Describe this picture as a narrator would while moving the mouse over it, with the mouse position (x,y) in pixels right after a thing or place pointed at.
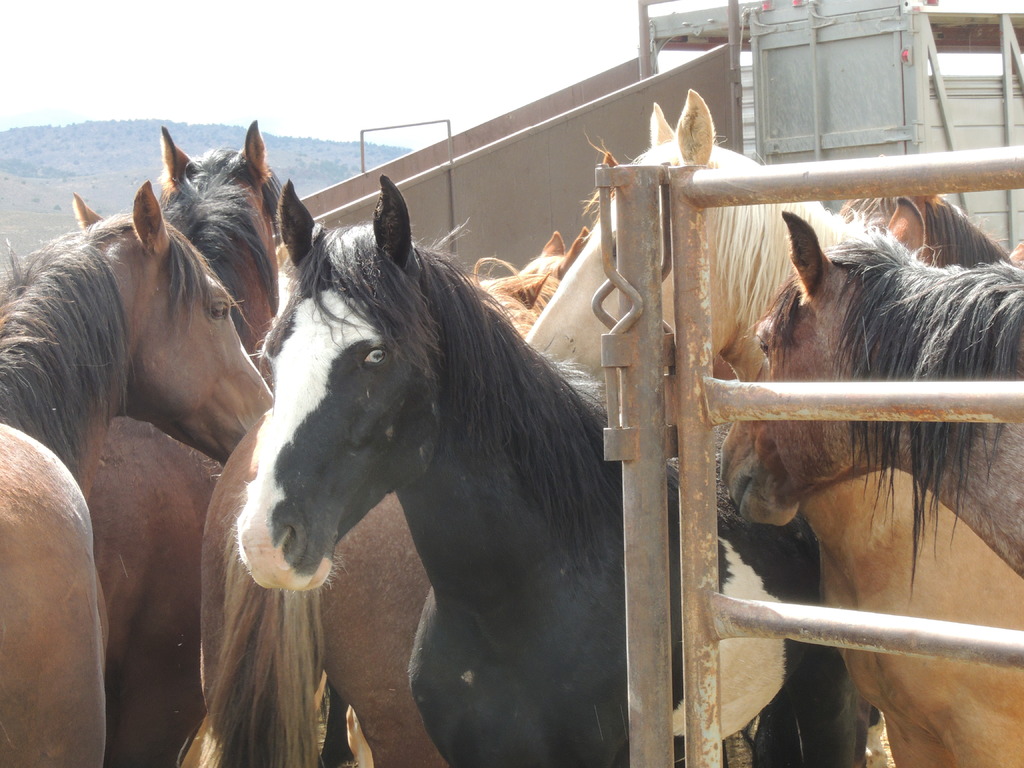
This image consists of so many horses (67,383). There is sky (366,83) at the top (182,59). There are door (840,62) at the top (789,121).
